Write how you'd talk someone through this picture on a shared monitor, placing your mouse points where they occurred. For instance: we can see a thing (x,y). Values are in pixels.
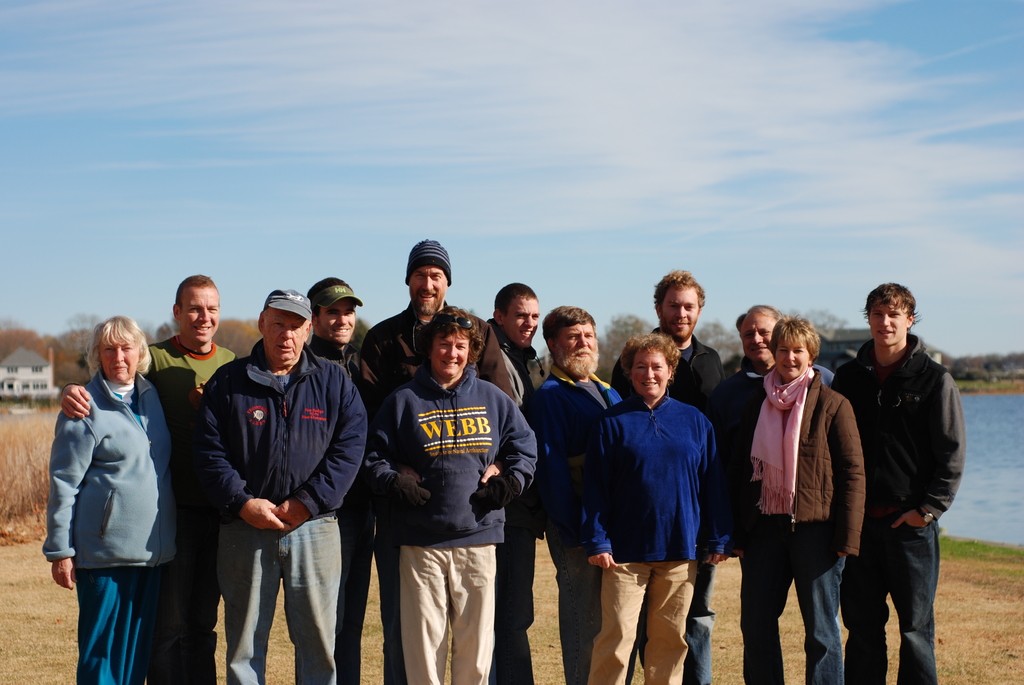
In this picture we can see a group of people (272,559) standing on the ground (36,610) and smiling and at the back of them we can see a building (31,366), trees (5,351), water (1000,486) and in the background (370,132) we can see the sky (552,192).
